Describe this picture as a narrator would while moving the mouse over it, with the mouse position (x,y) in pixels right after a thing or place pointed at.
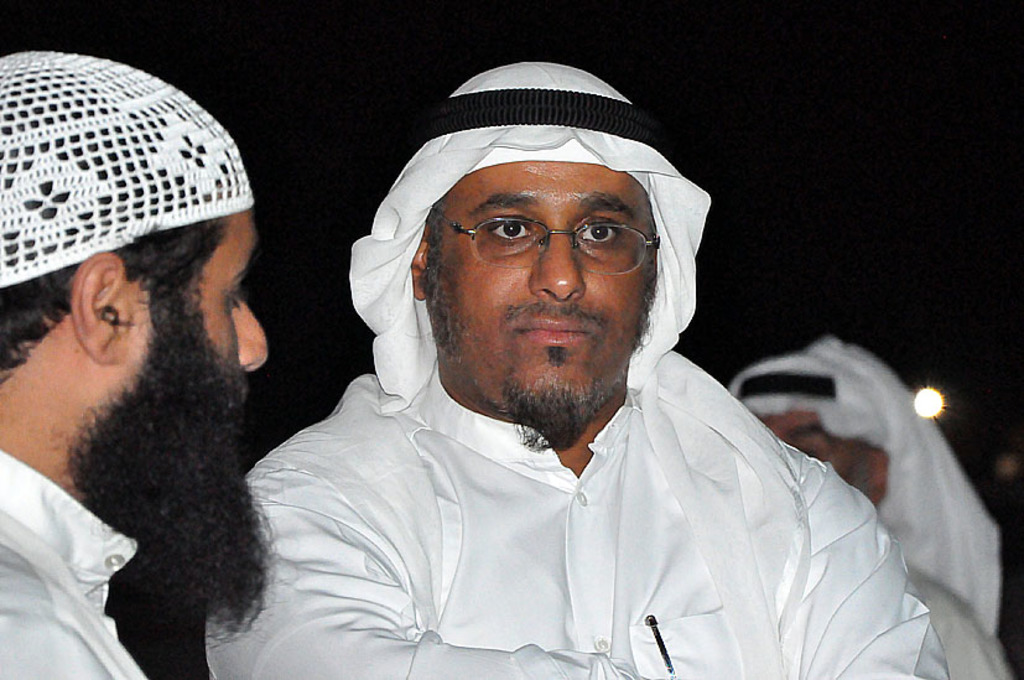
There are people (628,270) in the foreground (513,293) and a person (834,386) and light (921,400) in the background (861,373).
